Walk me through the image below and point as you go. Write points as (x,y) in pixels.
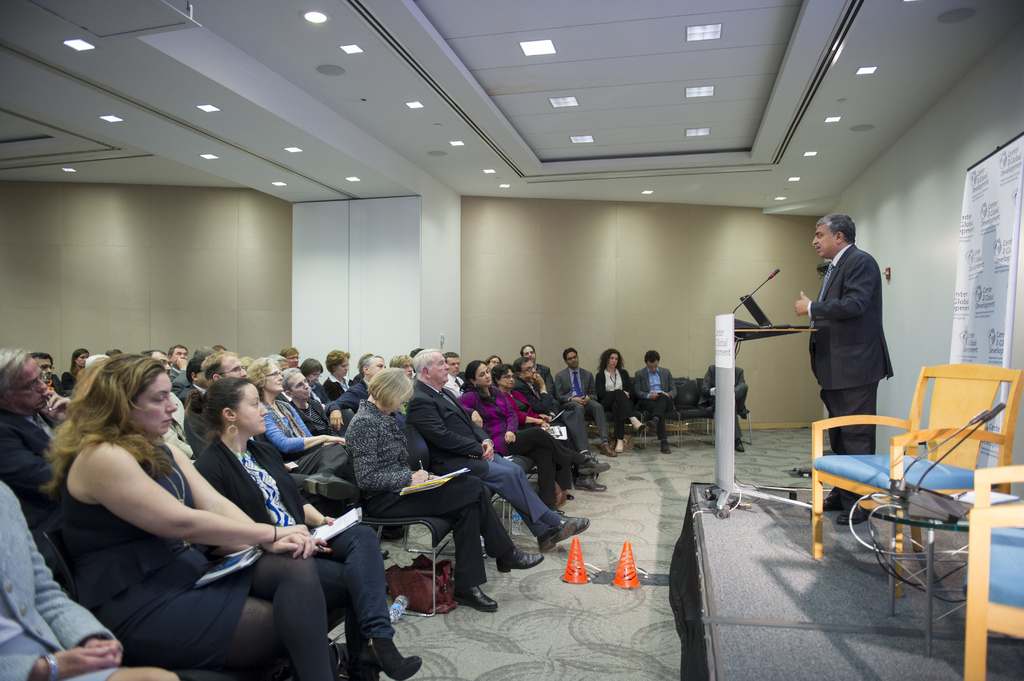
In this picture we can see some people (482,369) are sitting on chairs (365,521), there is a man (876,344) standing in front of a podium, there is a laptop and a microphone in front of him, on the right side (999,592) there are chairs (978,532), microphones (914,494) and a chart (980,326), there are some lights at the top of the picture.
